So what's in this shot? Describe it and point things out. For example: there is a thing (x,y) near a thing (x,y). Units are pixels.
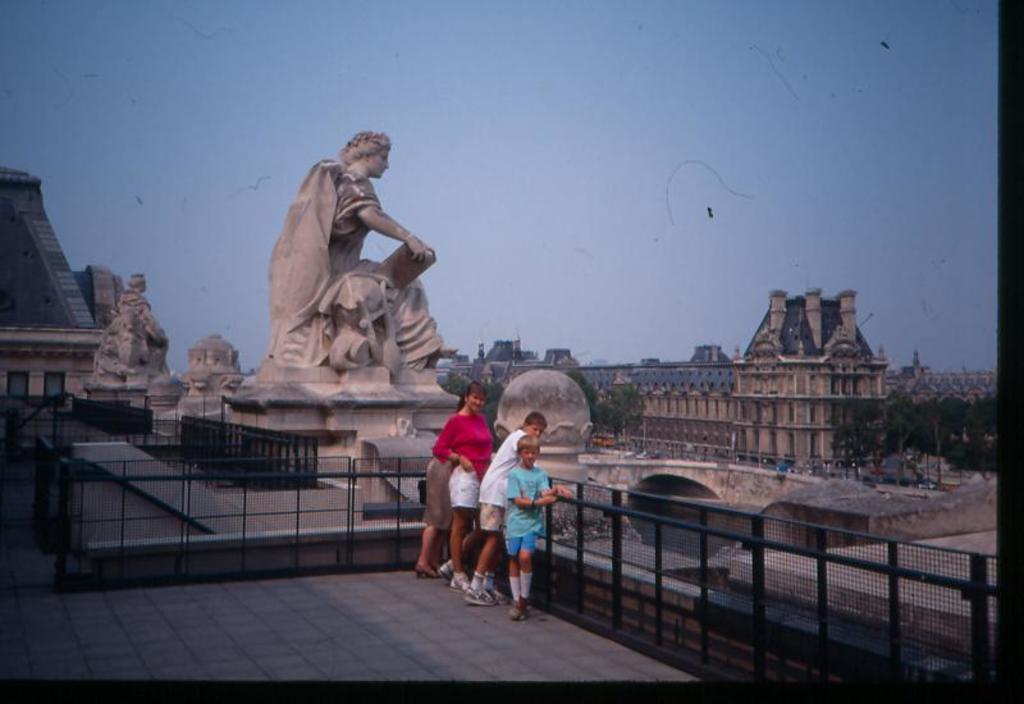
In this picture we can see four people (494,522) are standing on the floor (331,642), fences (748,592), statues (138,333), buildings (667,386), trees (895,432), poles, some objects (620,442) and in the background (532,196) we can see the sky (554,118).
